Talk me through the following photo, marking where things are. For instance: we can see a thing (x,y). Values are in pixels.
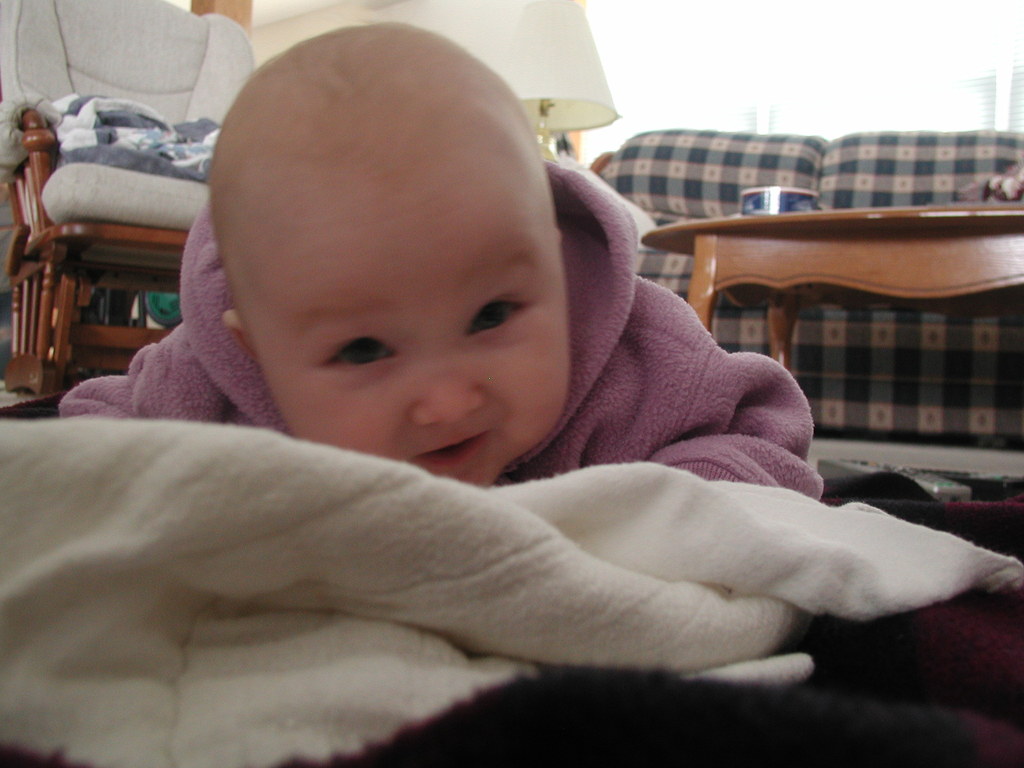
In the image we can see there is a baby (180,399) who is lying on the ground (194,423) and he is wearing a pink colour hoodie (225,365) and at the back (1002,255) there is a sofa (783,180) and a table (786,246).
